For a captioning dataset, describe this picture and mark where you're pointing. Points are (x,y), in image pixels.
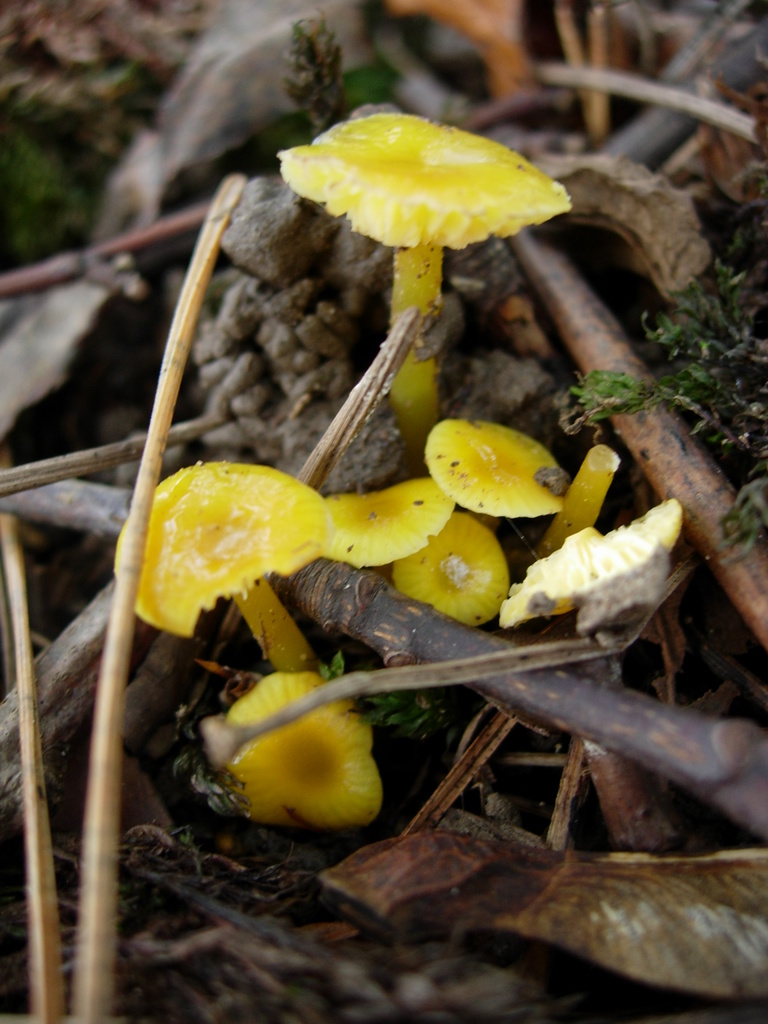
In this image, we can see mushrooms (388,208), logs (501,702) and some plants (728,386).
